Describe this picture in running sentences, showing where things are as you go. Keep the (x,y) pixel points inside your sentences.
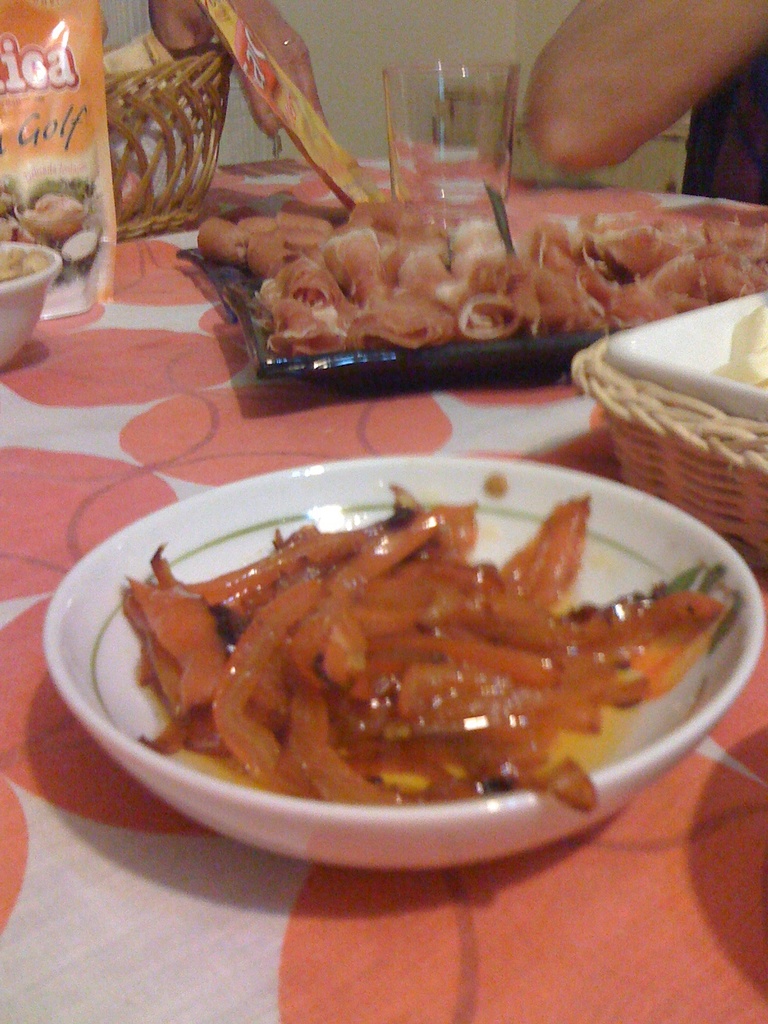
In this picture we can see the platform (148,464), on this platform (45,476) we can see a tray (308,368), bowls (66,581), glass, baskets (697,481), packet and food items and in the background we can see people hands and the wall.
